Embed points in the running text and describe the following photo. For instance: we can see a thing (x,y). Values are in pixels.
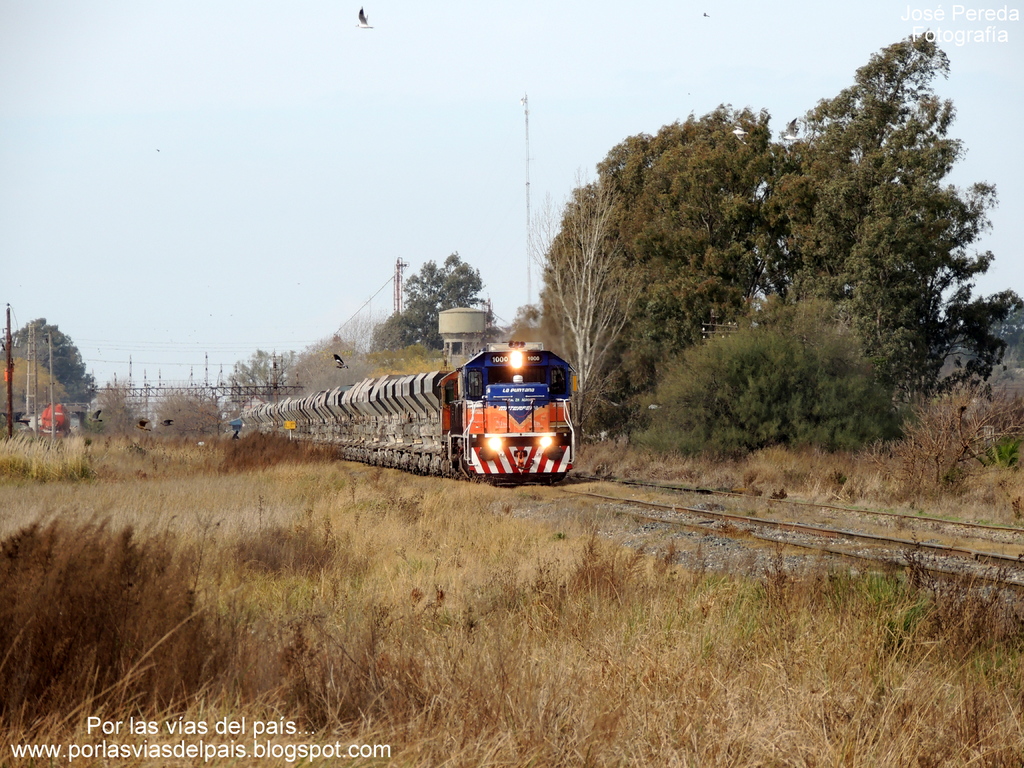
This image is taken outdoors. At the bottom of the image (259,608) there is a ground (212,542) with grass (572,700) and plants (556,609) on it. In the middle of the image (575,385) a train (550,435) is moving on the track (925,570). In the background (38,335) there are a few trees (695,255) and plants (983,452). At the top of the image (222,167) there is a sky (313,123) and in the background (30,398) there is a tank (466,323) and a few poles (50,398).
